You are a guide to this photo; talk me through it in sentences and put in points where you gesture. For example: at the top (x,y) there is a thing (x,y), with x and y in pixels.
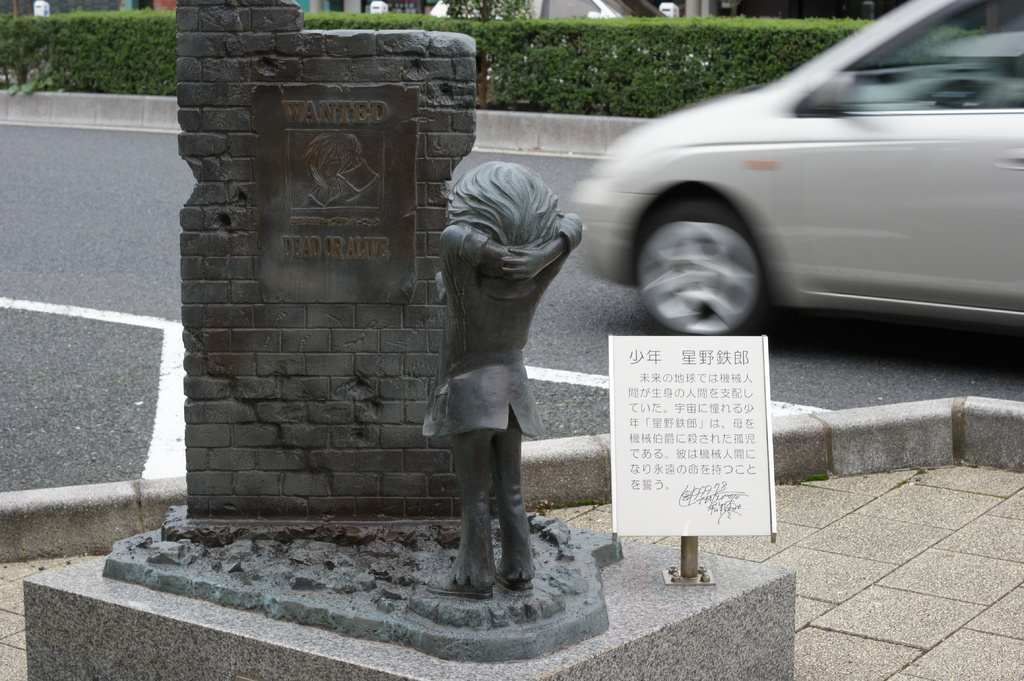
In this image we can see a statue (480,385) and stone wall (273,290) on which it is written as wanted and there is a car (603,251) which is moving on the road (566,273) and at the background of the image (599,21) there are some plants (613,98) and another vehicles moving on the road (19,129).
